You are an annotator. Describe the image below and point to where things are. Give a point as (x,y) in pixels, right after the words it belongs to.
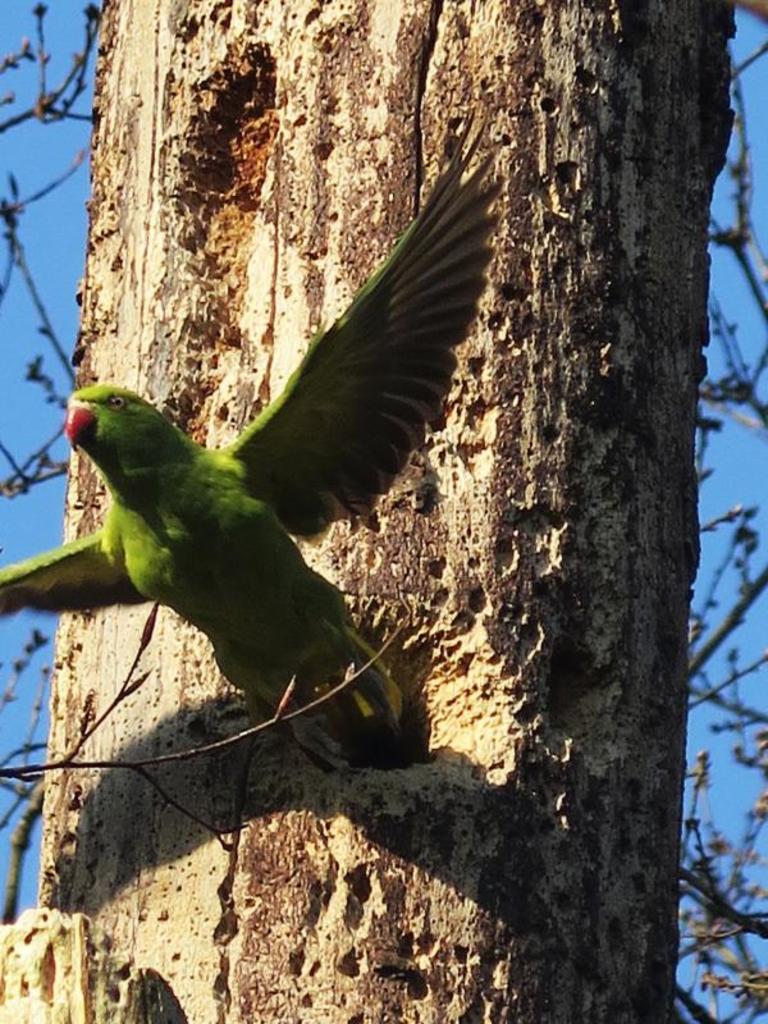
This picture is clicked outside. In the center (256,648) we can see a parrot (175,459) seems to be flying in the air. In the background (603,667) we can see the sky (747,443), the trunk (312,159) and the stems (755,511) of the tree (603,209).
